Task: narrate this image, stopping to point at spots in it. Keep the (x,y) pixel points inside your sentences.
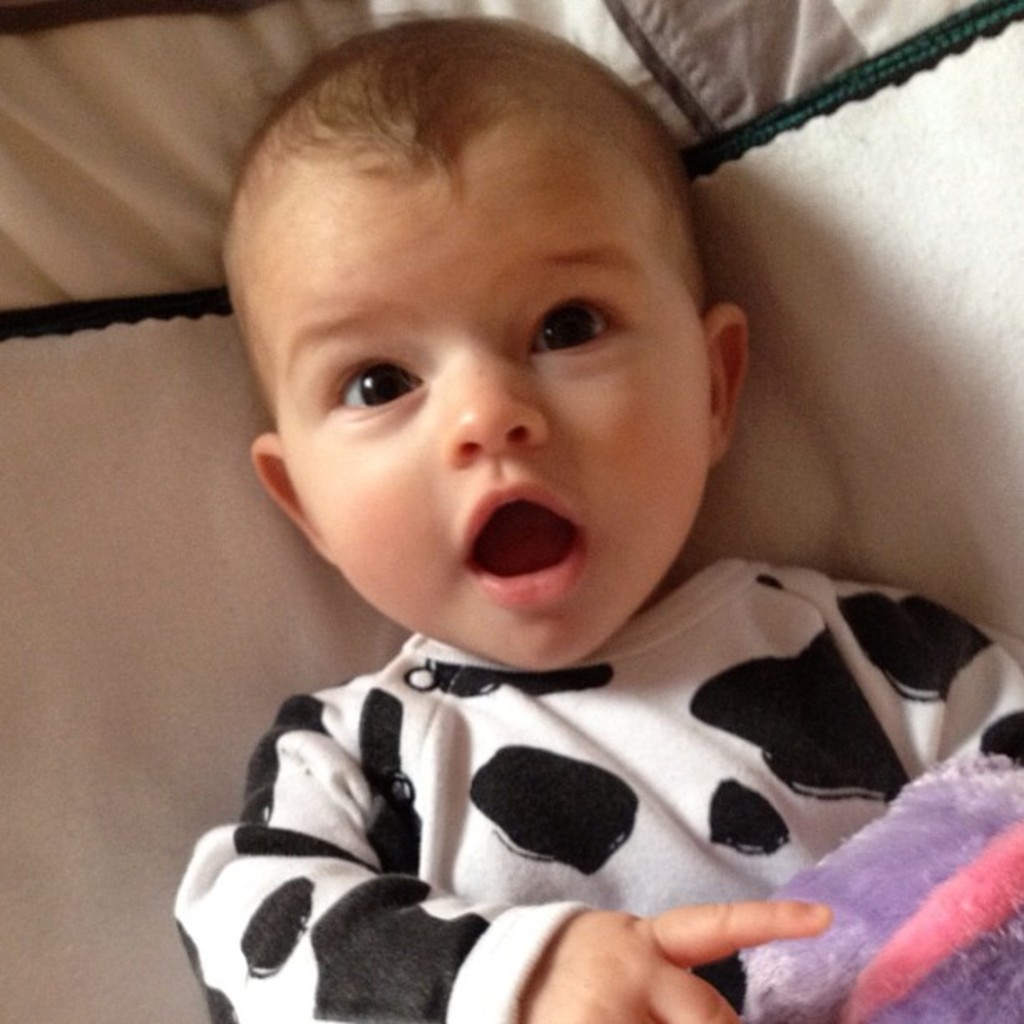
In this image I can see the baby (527,828) lying on the cream color cloth (94,629) and the baby (549,553) is wearing black and white color dress (276,731).
